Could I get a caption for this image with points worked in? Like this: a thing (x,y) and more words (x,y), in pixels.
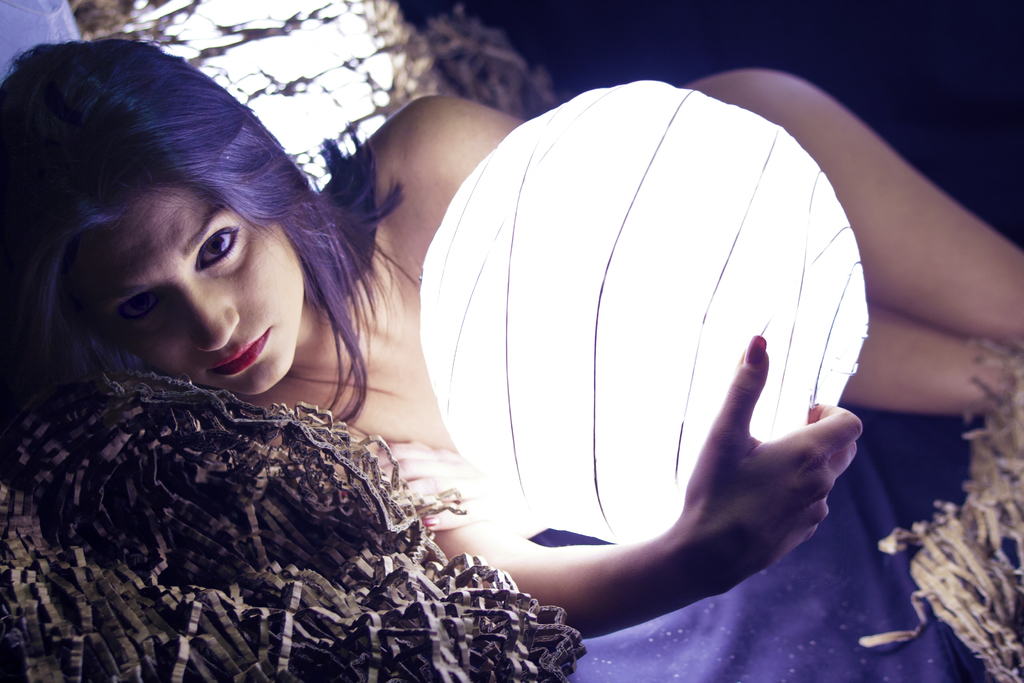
In this picture we can see a woman (174,341), she is holding a paper lantern (630,202) and we can see blurry background (334,58).
